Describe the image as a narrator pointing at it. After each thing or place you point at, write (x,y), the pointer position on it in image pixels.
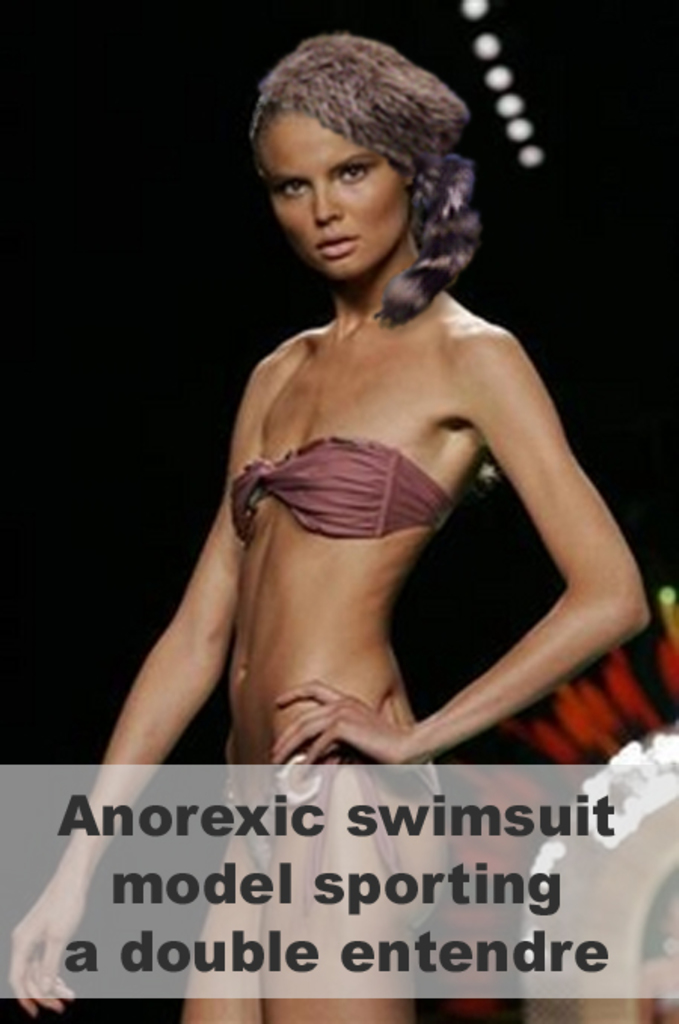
In this image I can see a woman (58,949) is standing in the front (485,705) and I can see she is wearing brown colour dress (375,530). On the right side of this image (574,756) I can see few red colour things (566,730) and on the top right side (464,4) I can see number of lights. I can also see a watermark (41,873) on the bottom side of this image (205,784).
